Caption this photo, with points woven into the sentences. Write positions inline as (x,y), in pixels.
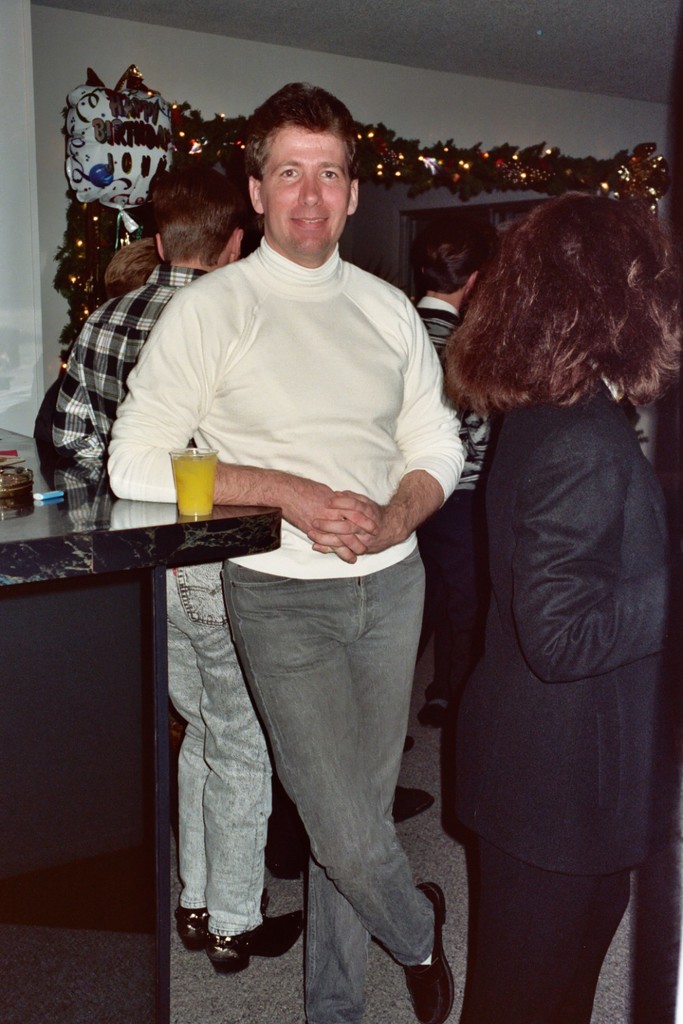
This is inside a room (245,108). In the middle (257,382) one guy (291,582) is standing wearing a white t shirt (250,358). he put his hand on the table (119,518). On the table (73,517) there is a glass (200,486). Some other people (131,285) are standing behind him. On the right hand side (555,427) one lady (543,598) wearing a black suit (544,784) is standing. In the background (554,191) there is birthday decoration (70,150).
